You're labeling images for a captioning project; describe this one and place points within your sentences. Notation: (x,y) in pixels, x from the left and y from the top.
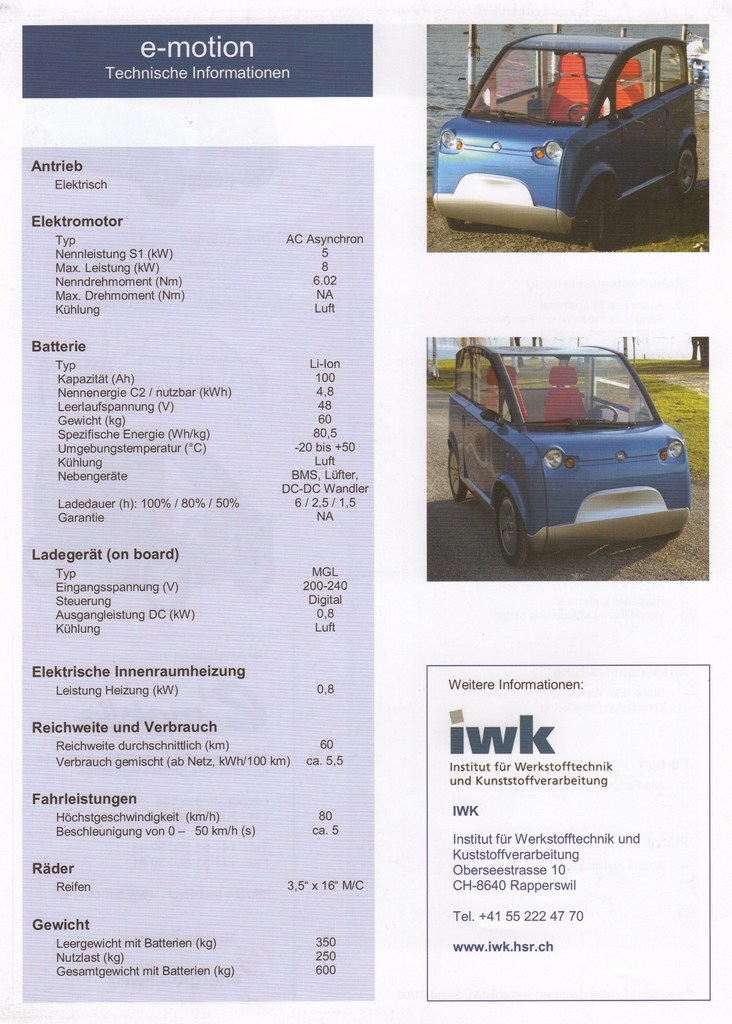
In this picture there is a poster (211,763). On the left of the poster (141,761) I can see the equipment names (81,448). On the right (502,371) there is an electric car (460,403) which is parked near to the grass (698,465). Behind the car (471,353) I can see the water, sky (668,344) and fencing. In the top right (536,97) I can see the same car (536,83) which is parked near to the fencing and water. In the bottom right (554,912) I can see the company's address (522,896).
